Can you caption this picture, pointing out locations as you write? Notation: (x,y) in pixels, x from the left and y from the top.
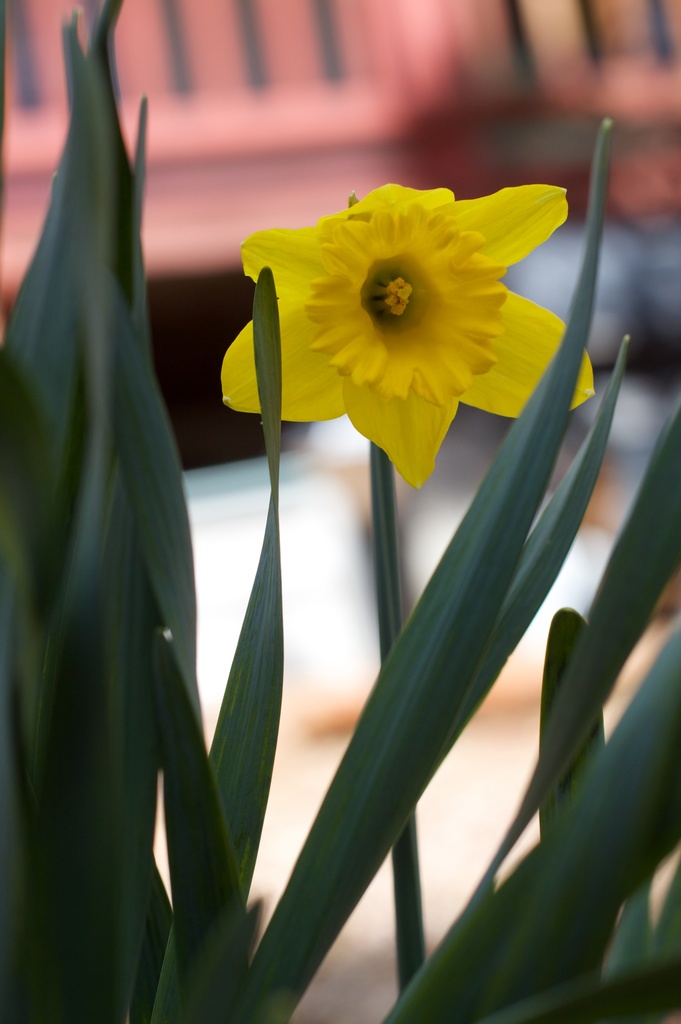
This picture contains a plant (261,601) which has flower (406,329) and this flower (402,407) is in yellow color. Behind that, we see a building (237,136) in red color and it is blurred in the background (259,139).
